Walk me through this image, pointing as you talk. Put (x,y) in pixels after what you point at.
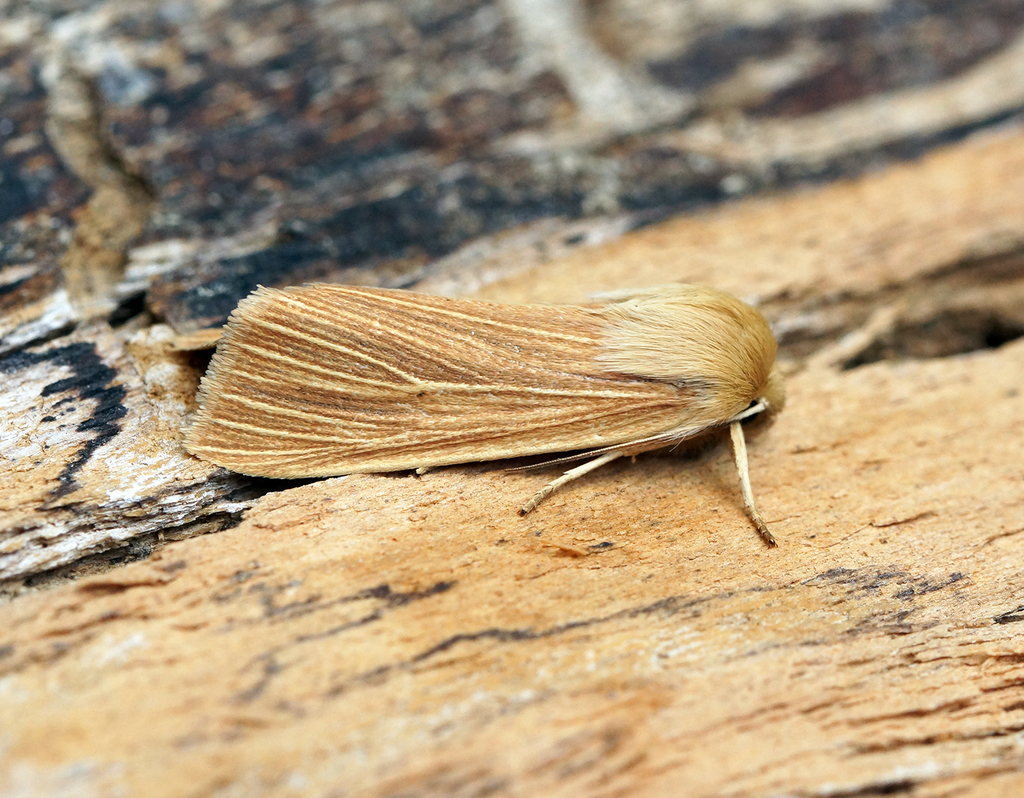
In this image we can see moth (620,423) on the wood (596,548).
